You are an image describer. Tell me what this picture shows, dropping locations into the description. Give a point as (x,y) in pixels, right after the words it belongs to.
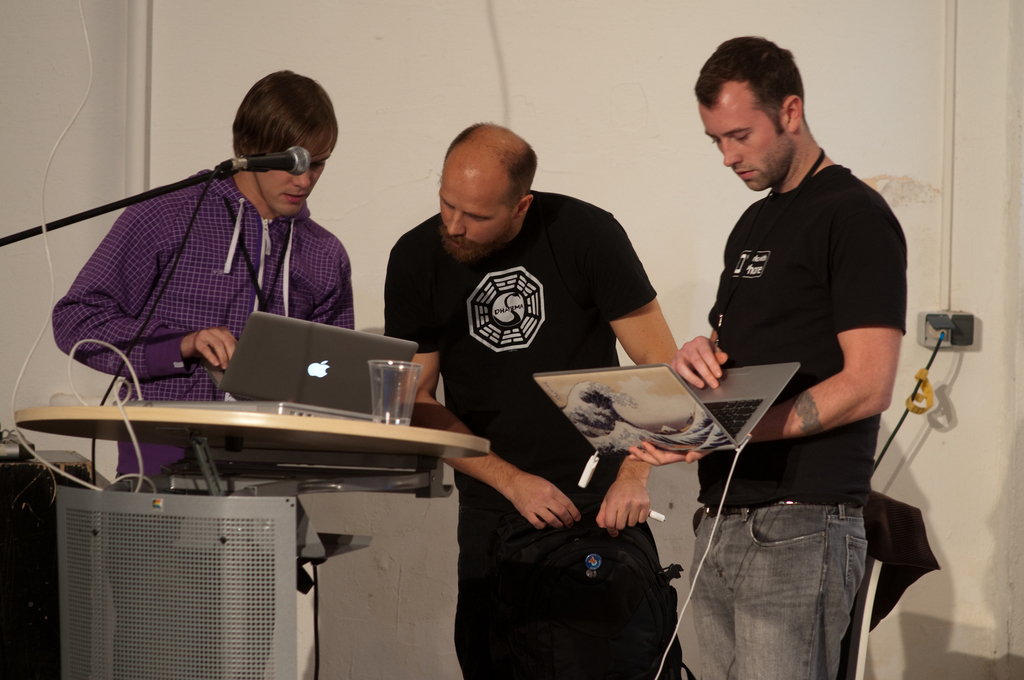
This image is taken indoors. In the background (387,83) there is a wall (902,173). On the left side of the image (259,493) there is a table (269,426) with a laptop (292,376) and a glass (407,412) on it. There is an electronic device (134,569) and there is a table (28,502). There is a mic (281,158). A man (285,144) is standing. In the middle of the image (655,302) a man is standing and he is holding a backpack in his hands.
